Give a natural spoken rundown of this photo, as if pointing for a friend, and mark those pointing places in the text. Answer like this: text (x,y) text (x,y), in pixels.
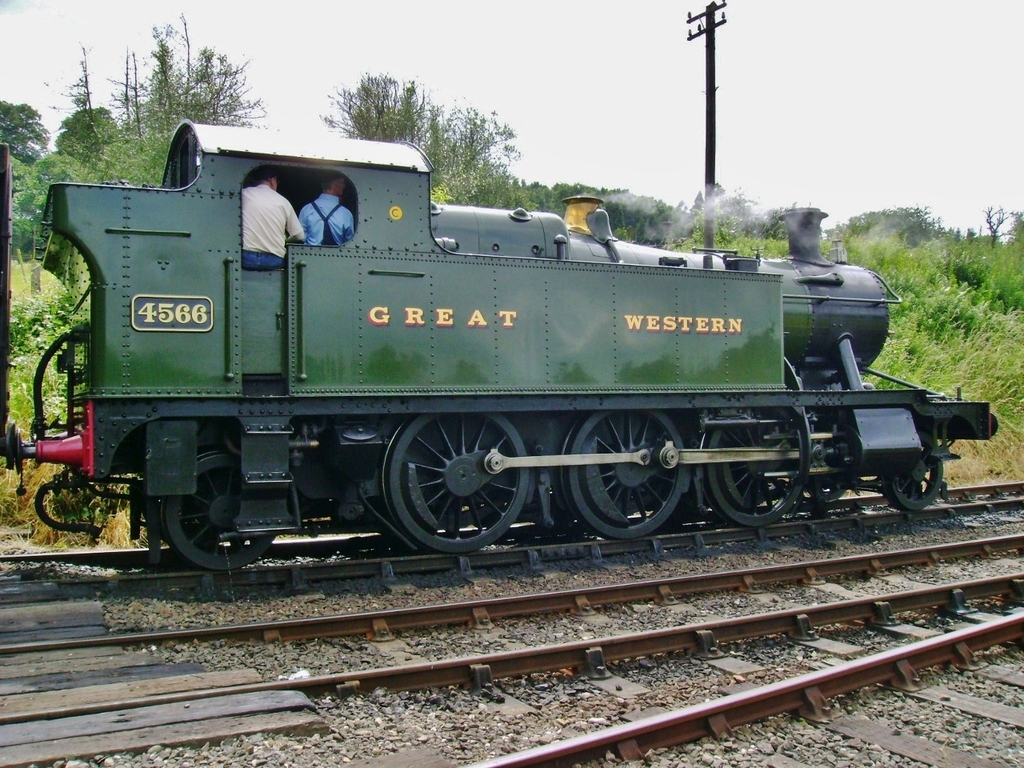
In the image there is a train (474,412) going on the track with two persons (333,211) inside it and behind it there are plants (492,194) and electric poles (710,26) and above its sky (847,102).
